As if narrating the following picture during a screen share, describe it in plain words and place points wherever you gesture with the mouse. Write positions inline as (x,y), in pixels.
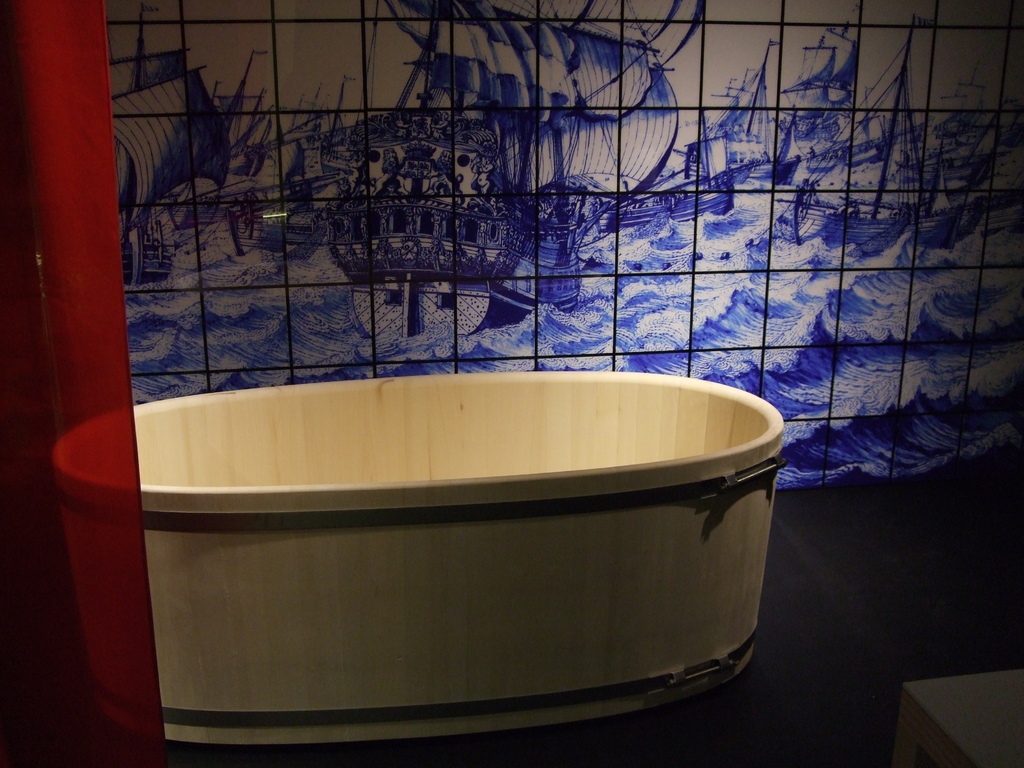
In this image, I can see a tub (570,621) on the floor (618,740). In the bottom right corner of the image (976,747), I can see an object (941,712). On the left side of the image (92,449), I can see a red cloth (102,441). In the background (259,164), there are tiles (416,292).
